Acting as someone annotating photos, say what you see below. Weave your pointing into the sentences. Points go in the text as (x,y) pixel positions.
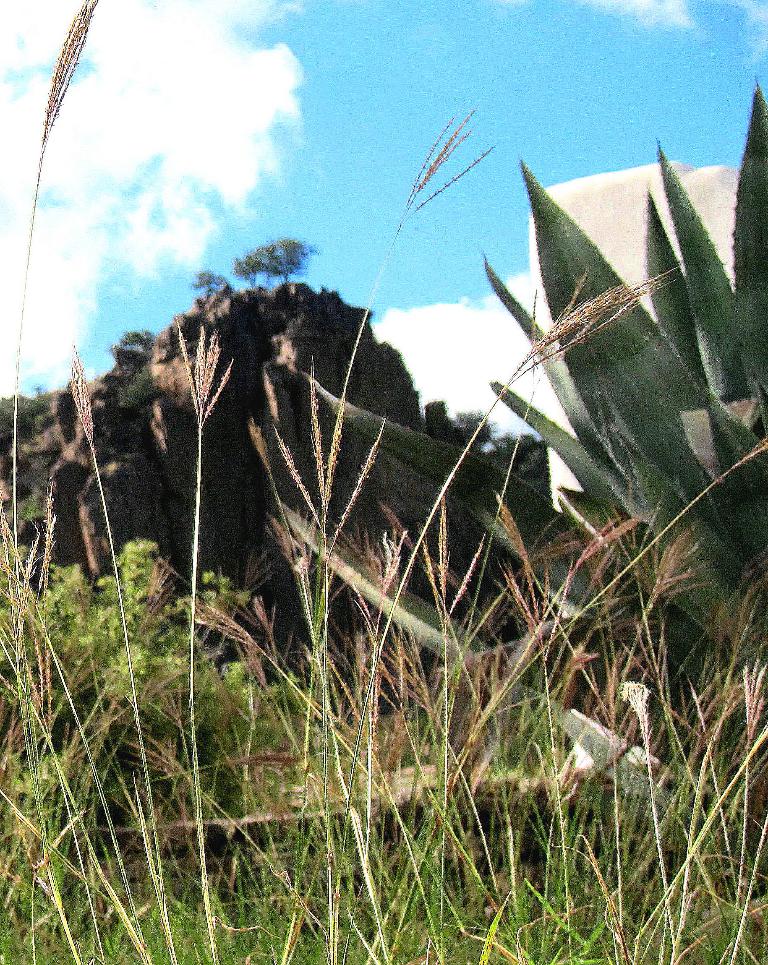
In this picture I can see the grass (419,943) and plants (686,608) in front (229,936) and in the background (302,460) I can see the rocks (237,403), few trees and the sky (358,117).
